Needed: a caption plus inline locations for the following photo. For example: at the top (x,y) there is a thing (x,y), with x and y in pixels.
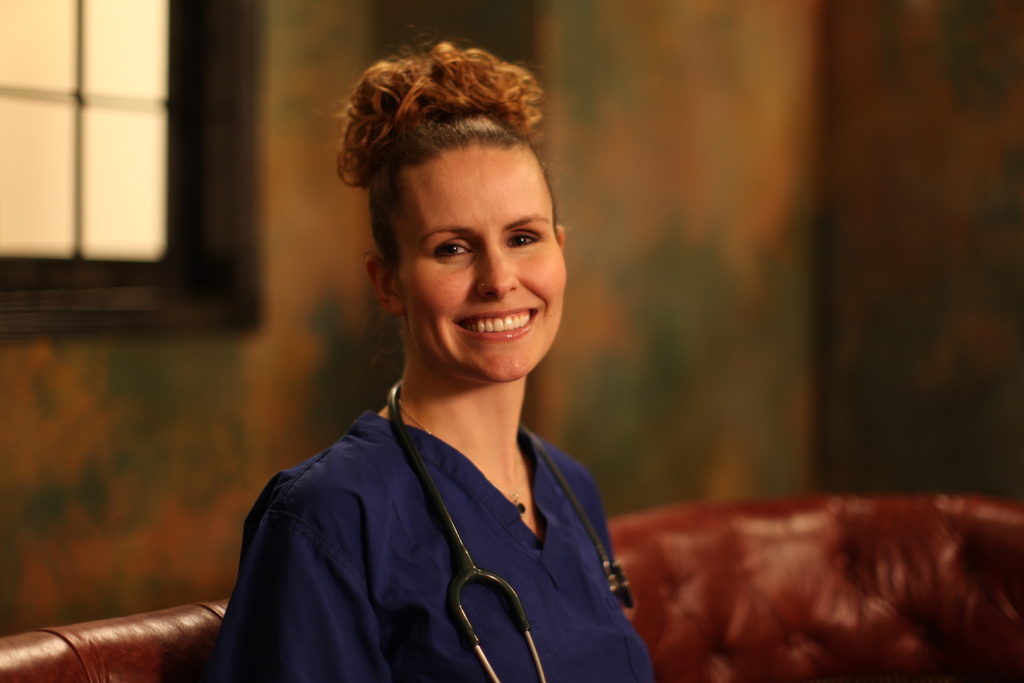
This image is taken indoors. At the bottom of the image (750,546) there is a couch (855,554). In the middle of the image (405,401) a woman (464,608) is sitting on the couch (727,620). In the background (333,308) there is a wall (298,242) with a window (138,241).
